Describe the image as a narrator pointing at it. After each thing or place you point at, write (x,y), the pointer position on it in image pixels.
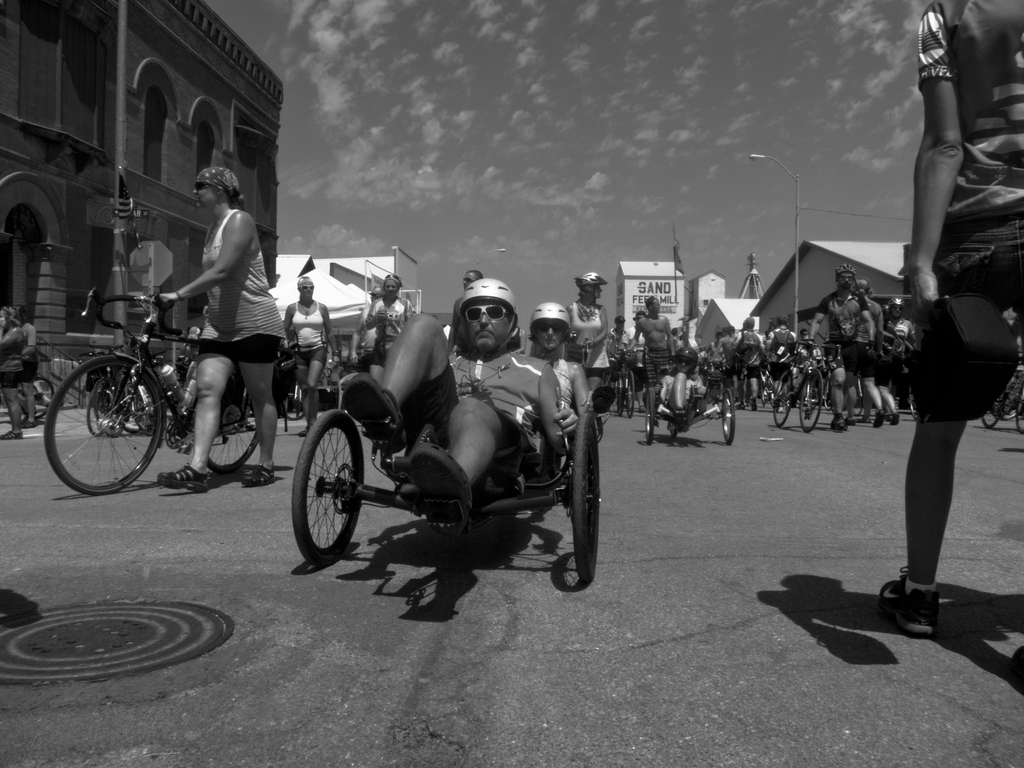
In the center of the image (477,487) we can see people (415,375) riding bicycles (359,479) and some of them are walking. In the background (493,184) there are buildings (75,151), pole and sky (710,122).
